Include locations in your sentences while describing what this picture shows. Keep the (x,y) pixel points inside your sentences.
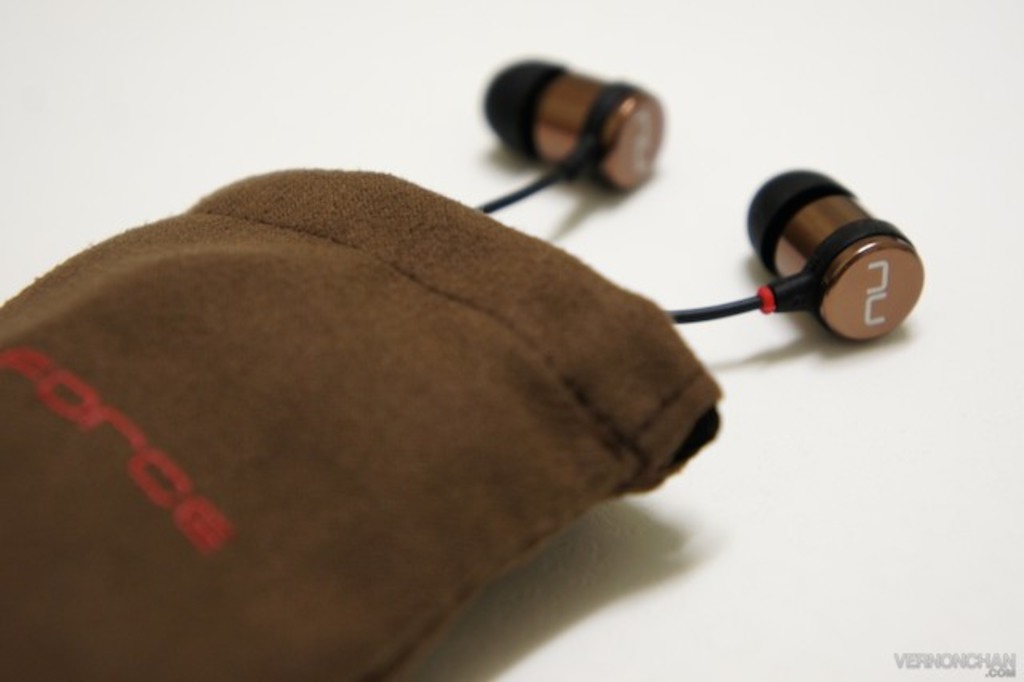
In the image in the center (349,403), we can see one pouch (286,499), which is in brown color and we can see something written on it. And we can see earphones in the pouch (53,300).
